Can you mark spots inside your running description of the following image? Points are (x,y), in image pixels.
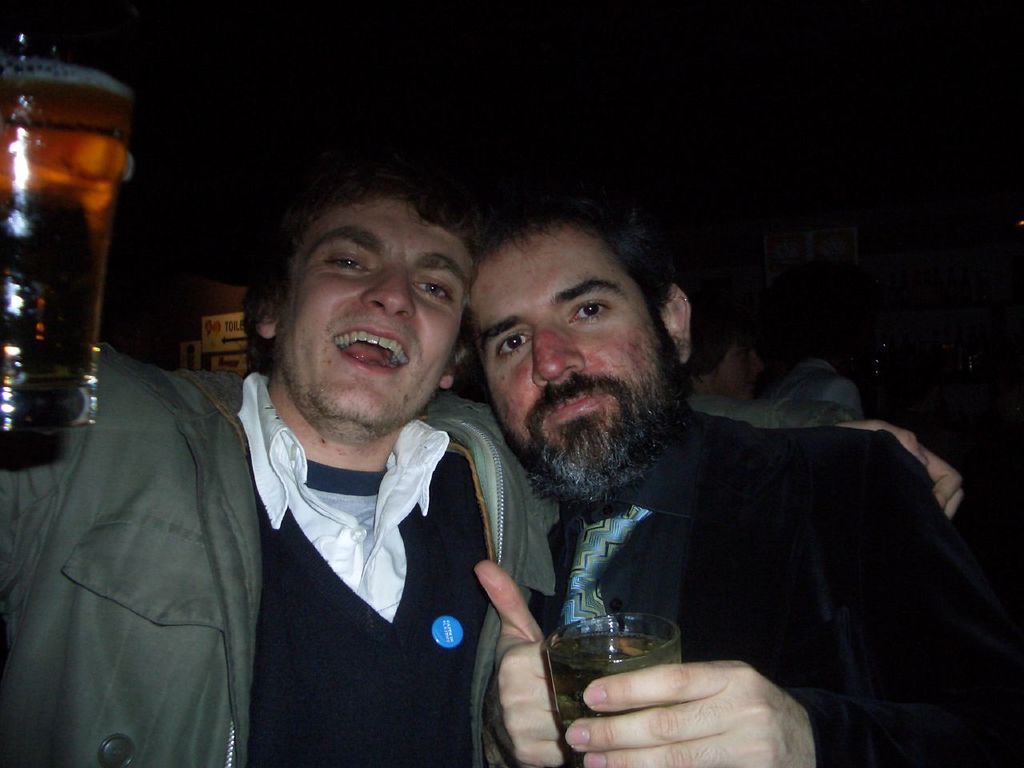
In this picture I can see there are two men (476,512) standing and they are holding beverage glasses (101,286). There are a few people (806,315) behind them and the rest of the image is dark.
